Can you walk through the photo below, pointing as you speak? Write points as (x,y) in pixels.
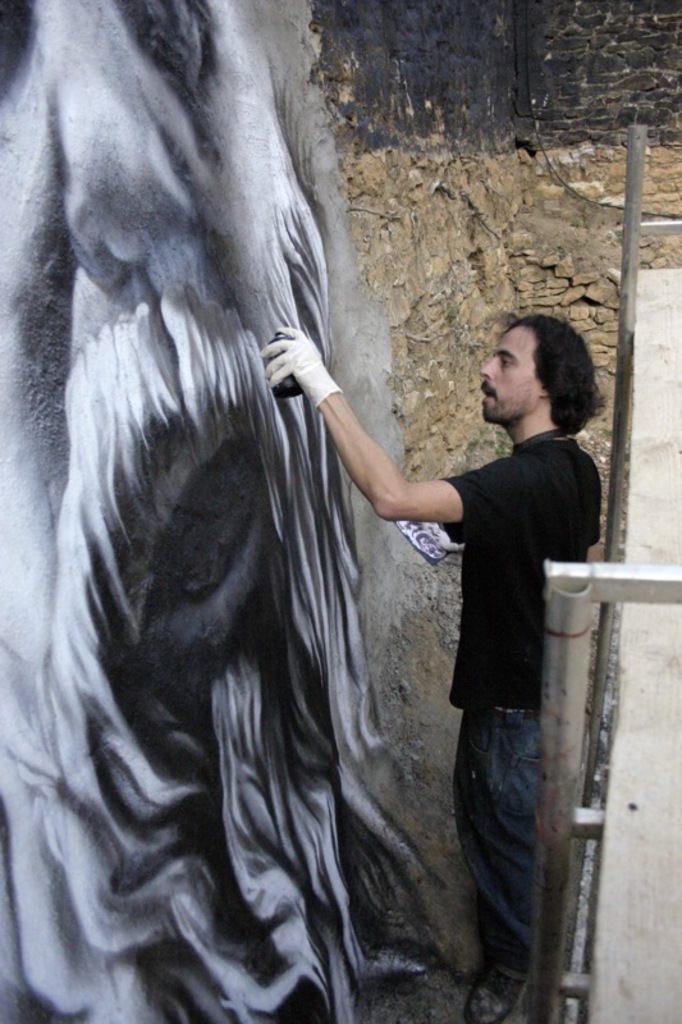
In this image we can see a person (475,486) painting on the wall (314,278), also we can see rods (572,749).
